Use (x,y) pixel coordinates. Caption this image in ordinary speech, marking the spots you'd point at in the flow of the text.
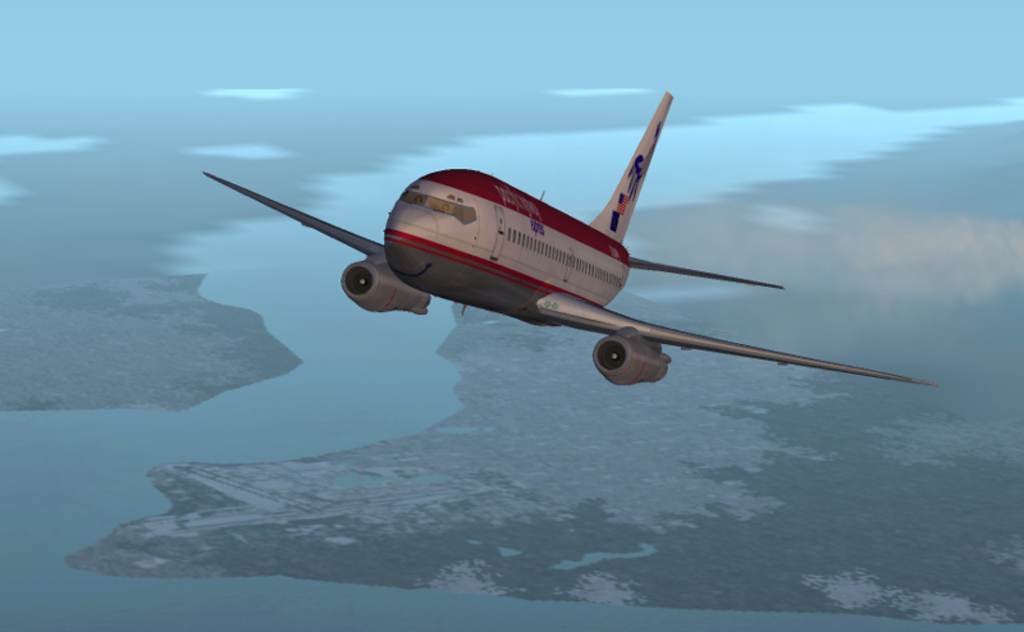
In this image I can see a flight (628,185) flying in the air (676,213) and on the ground (502,392) I can see lake (59,433) and the sky (280,63) visible.
